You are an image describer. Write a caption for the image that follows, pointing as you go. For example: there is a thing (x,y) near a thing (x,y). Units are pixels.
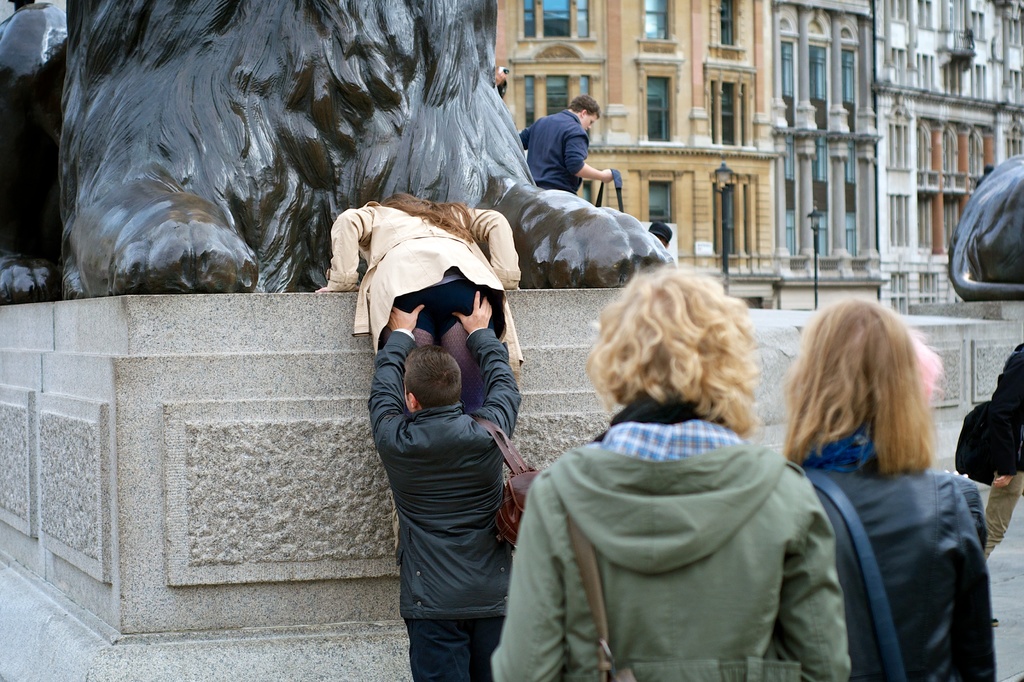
Here we can see people (402,482). These people (733,567) wore jackets (536,540). Background (713,261) we can see statues (313,49), buildings (789,147) and light poles (814,222). To that buildings (910,126) there are windows (726,136). That man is lifting a woman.
